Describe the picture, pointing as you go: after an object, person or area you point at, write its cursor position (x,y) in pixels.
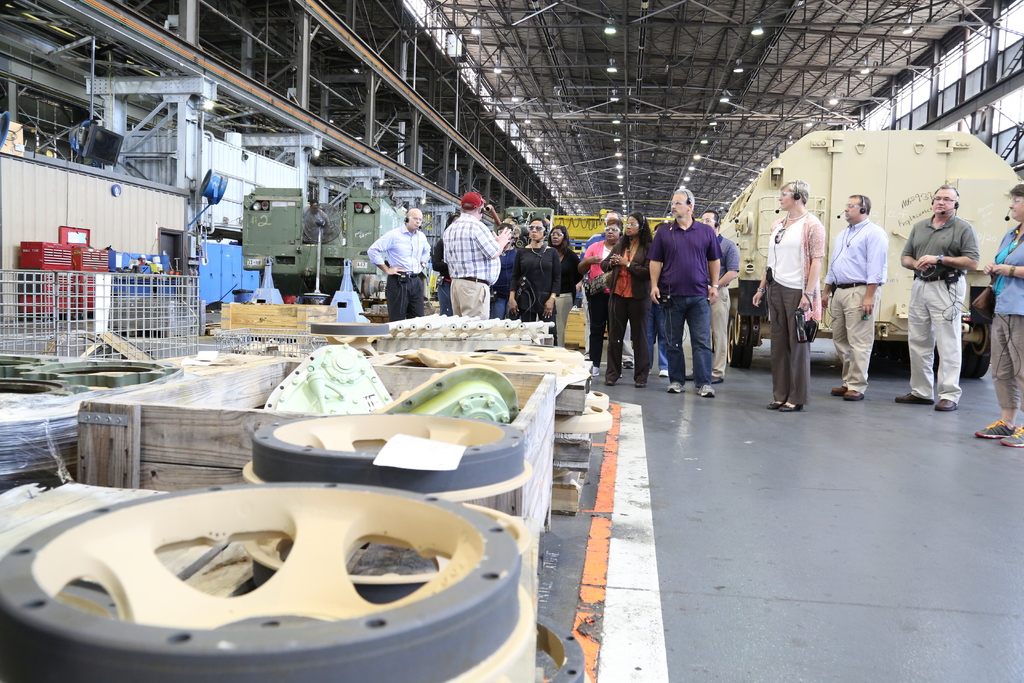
In this image there are many people (627,251) standing on the floor (940,457). To the left (256,621) there are a few objects (389,419) and a wooden box (251,393). Behind it there are machines (253,237). At the top (395,56) there are metal rods (482,48) to the ceiling (557,56). There are lights (752,34) hanging to the ceiling (748,77). Behind them there is a vehicle (827,165).
